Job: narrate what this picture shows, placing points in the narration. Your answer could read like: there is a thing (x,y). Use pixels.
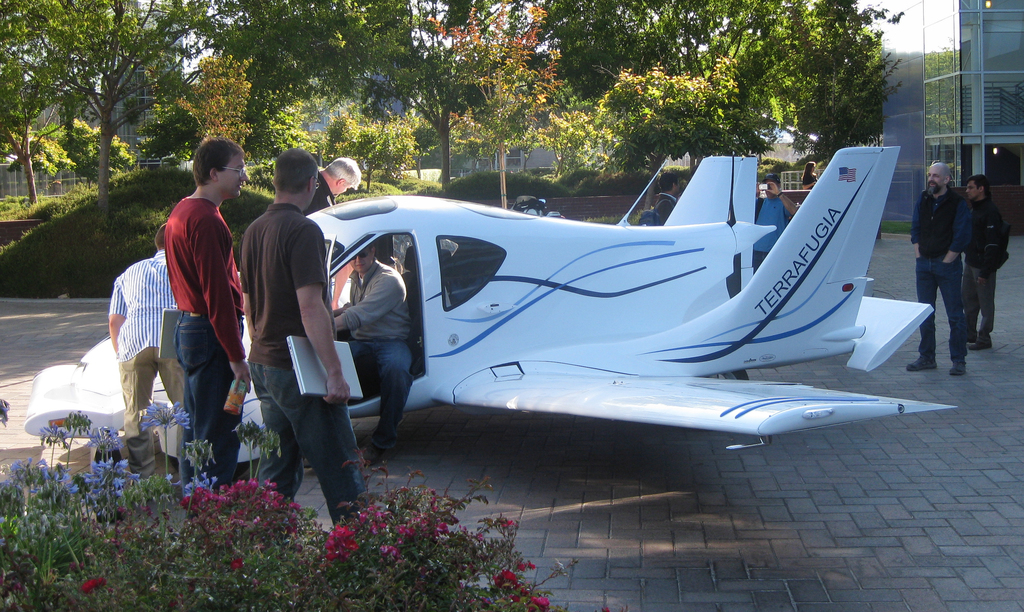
In the foreground of this picture (313,552), there are flower (279,507) to the plants (394,567). In the background (989,68), there are two men (229,383) standing on the ground (426,450), a man (393,327) sitting in an airplane (524,335), few men (148,275) standing around it, trees (569,83), building (991,88) and the sky (210,50).
